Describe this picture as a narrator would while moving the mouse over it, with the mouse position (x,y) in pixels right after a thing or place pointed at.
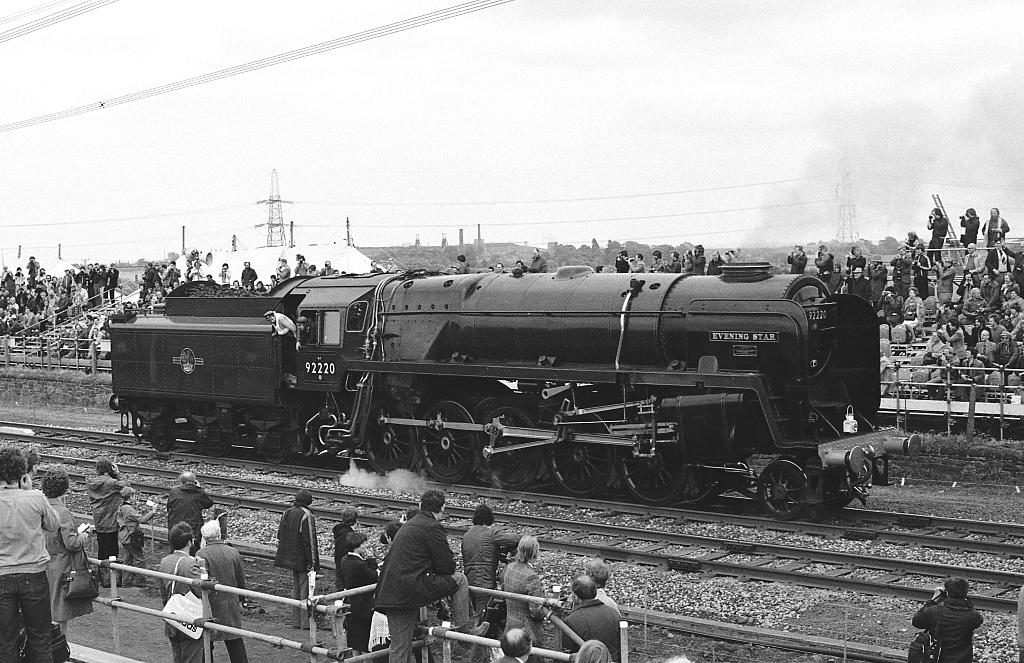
In this picture we can see a train (593,423) on a railway track (649,508) and in the background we can see persons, sky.
